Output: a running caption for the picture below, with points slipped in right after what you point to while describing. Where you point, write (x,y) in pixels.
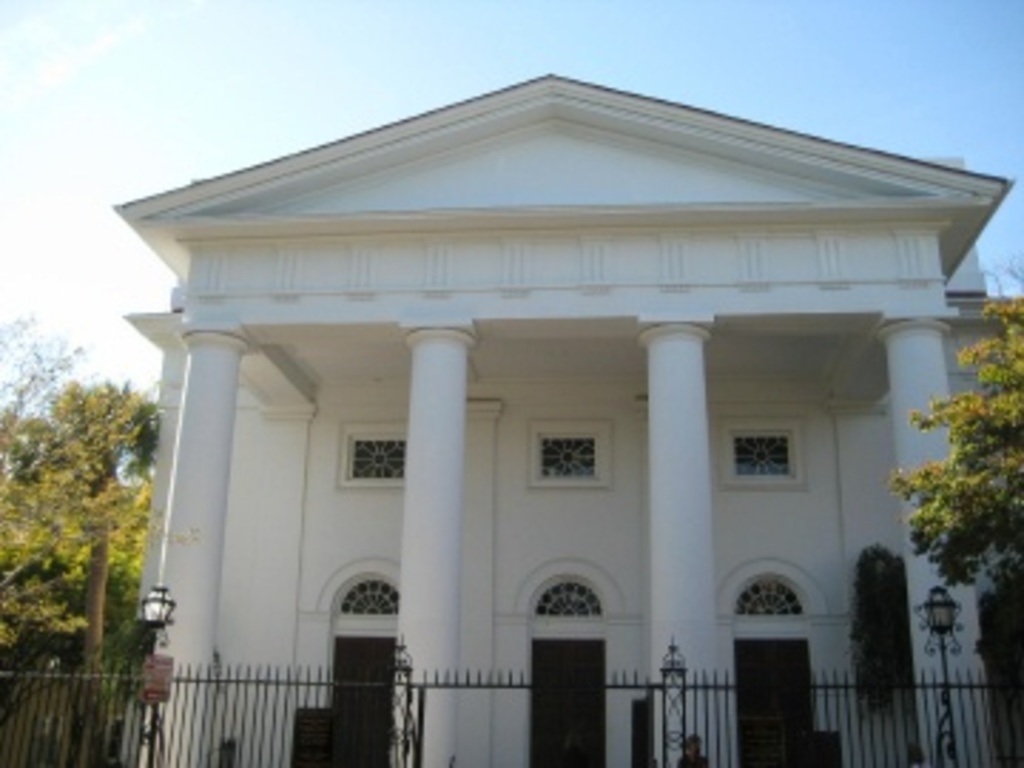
In the picture I can see a building (573,424) which is in white color and there is a fence (566,729) in front of it and there are trees (996,430) on either sides of it.
